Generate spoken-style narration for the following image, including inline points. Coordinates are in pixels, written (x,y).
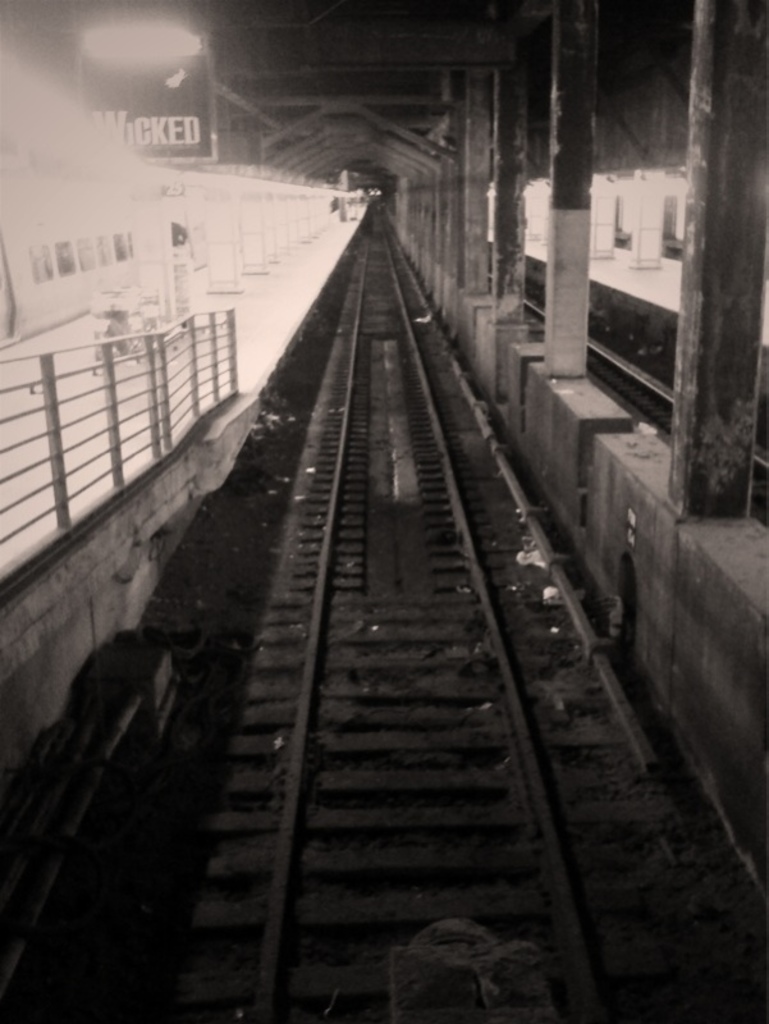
In this picture we can see a railway track (484,756) in the front (485,852), on the left side (241,285) there is a platform (296,271), on the right side (732,279) there are some pillars (584,279), we can see a light (152,41) at the left top of the picture (149,49), it is a black and white image.
